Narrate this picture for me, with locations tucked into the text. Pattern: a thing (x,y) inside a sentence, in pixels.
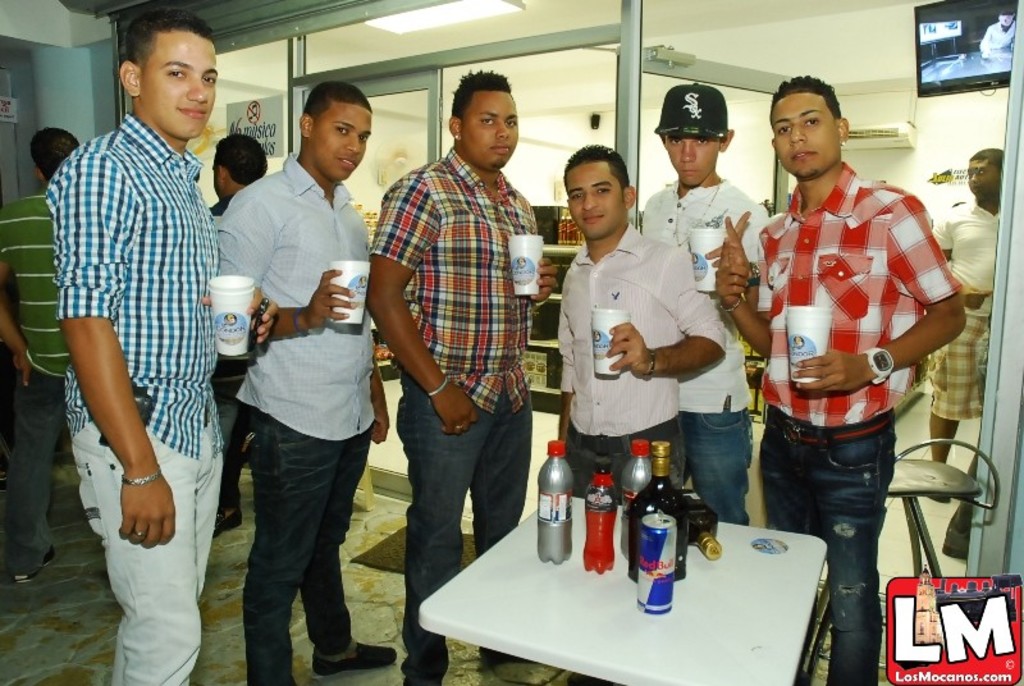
There are group of people (404,304) standing and holding a white cup (715,268) in their hands (332,307) and there is a table (619,558) in front of them which has some drink bottles (636,542) on it.
